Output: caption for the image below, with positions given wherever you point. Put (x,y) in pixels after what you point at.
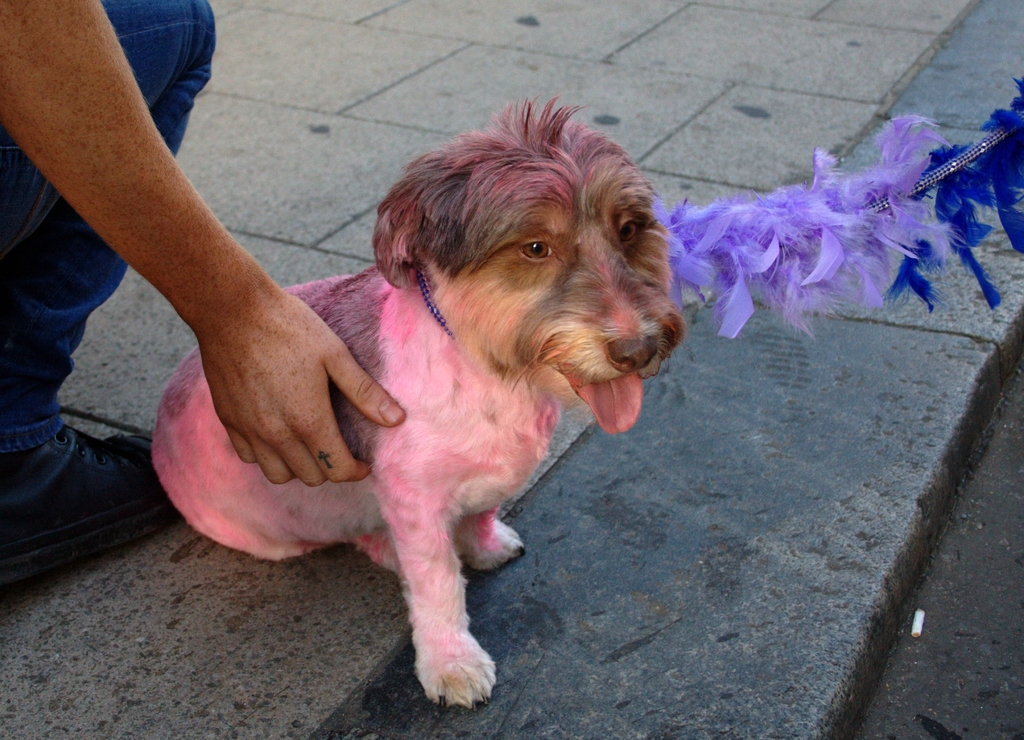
On the left side (262,354), there is a person (256,385) placing hand (280,401) on the dog (550,209) which is sitting and is having a belt (424,291) which is connected to a thread (909,208). And they are on the floor (55,676).
